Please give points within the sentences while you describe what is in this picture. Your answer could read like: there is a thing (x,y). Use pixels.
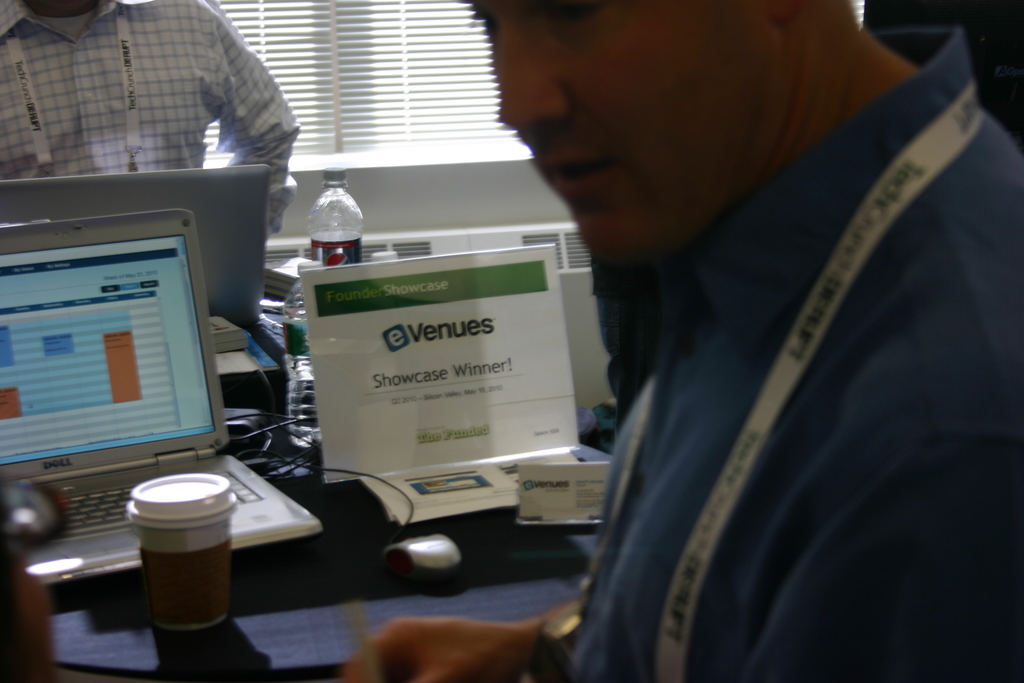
In this image, we can see persons (783,390) wearing clothes (79,73). There is a table (380,623) in the middle of the image (442,454) contains laptop (102,280), mouse (429,542), bottles (318,241), board (359,280) and cup (189,557). There is a window (364,86) at the top of the image (432,49).
